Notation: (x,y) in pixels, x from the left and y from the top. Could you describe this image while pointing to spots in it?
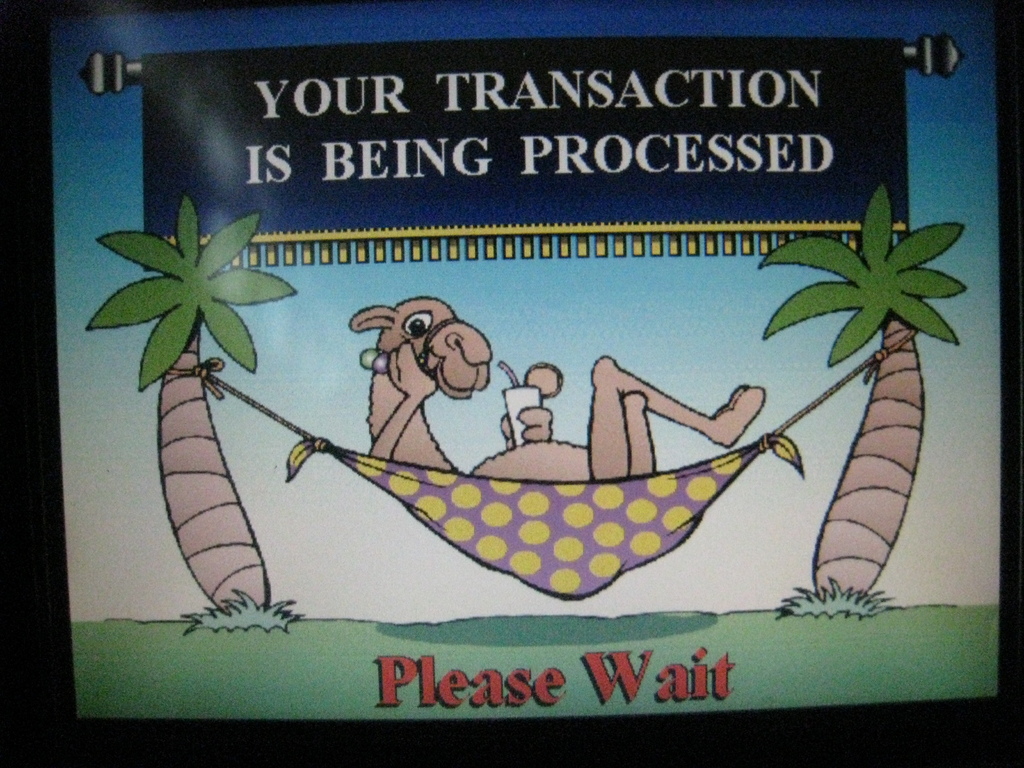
It is a cartoon image, in this a camel (515,469) is lying in this cloth (463,537). It is tied to these two trees (819,253).
